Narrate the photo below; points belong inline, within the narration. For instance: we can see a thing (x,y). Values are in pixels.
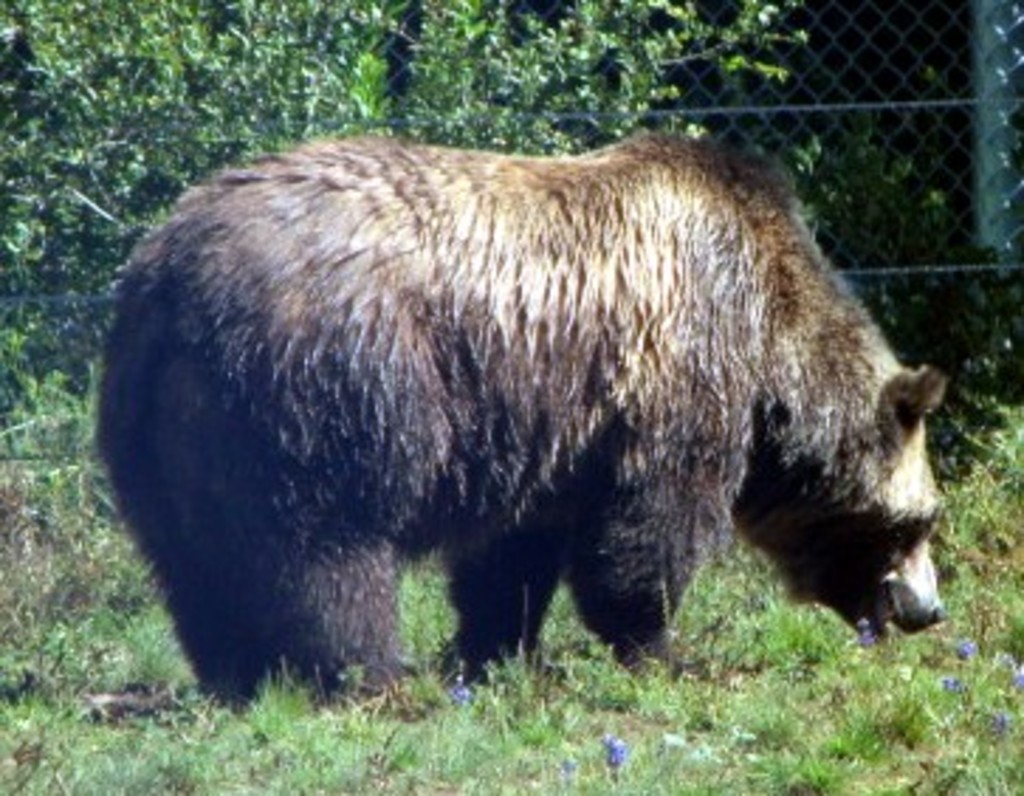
This picture contains a brown bear (477,377). At the bottom of the picture (581,731), we see grass (709,760). Behind that, we see a fence (984,169). There are trees (408,112) in the background (262,110). This picture might be clicked in a zoo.
